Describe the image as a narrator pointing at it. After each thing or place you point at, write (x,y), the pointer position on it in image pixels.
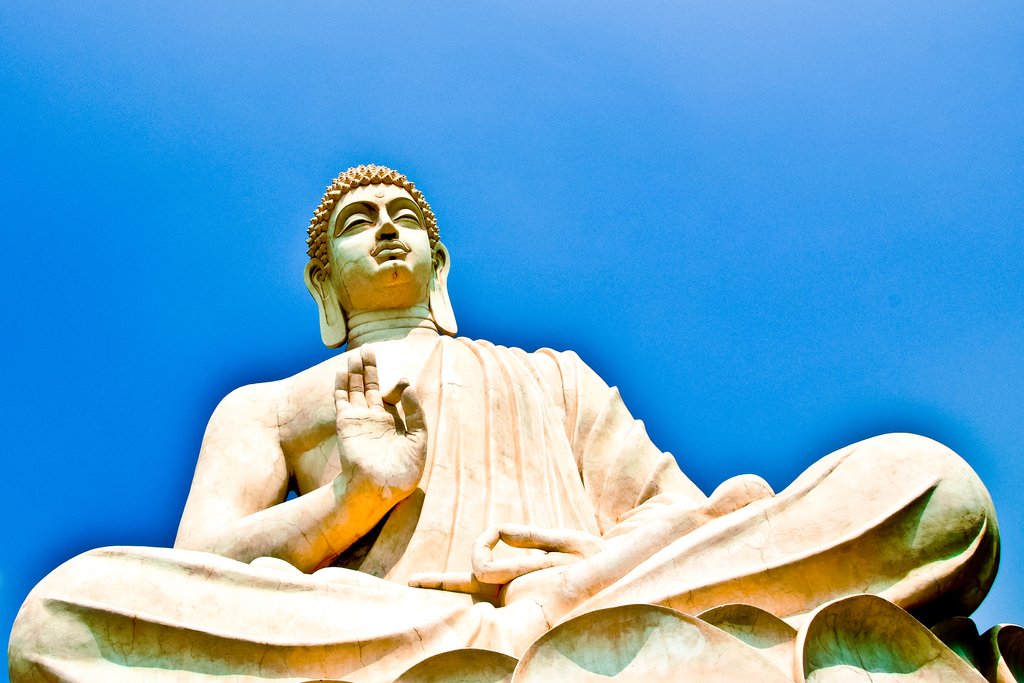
In the picture there is a sculpture (447,495) of a meditating idol (391,357).
